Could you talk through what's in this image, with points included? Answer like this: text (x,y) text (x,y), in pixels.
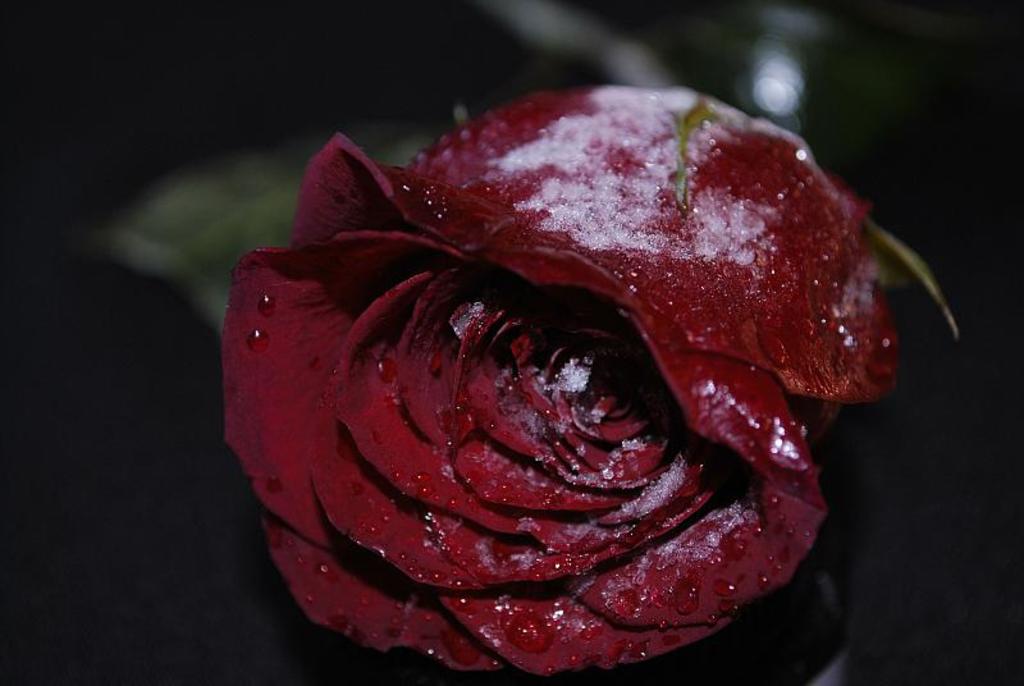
There is a zoom in picture of a red color rose (552,325) as we can see in the middle of this image (466,269).
